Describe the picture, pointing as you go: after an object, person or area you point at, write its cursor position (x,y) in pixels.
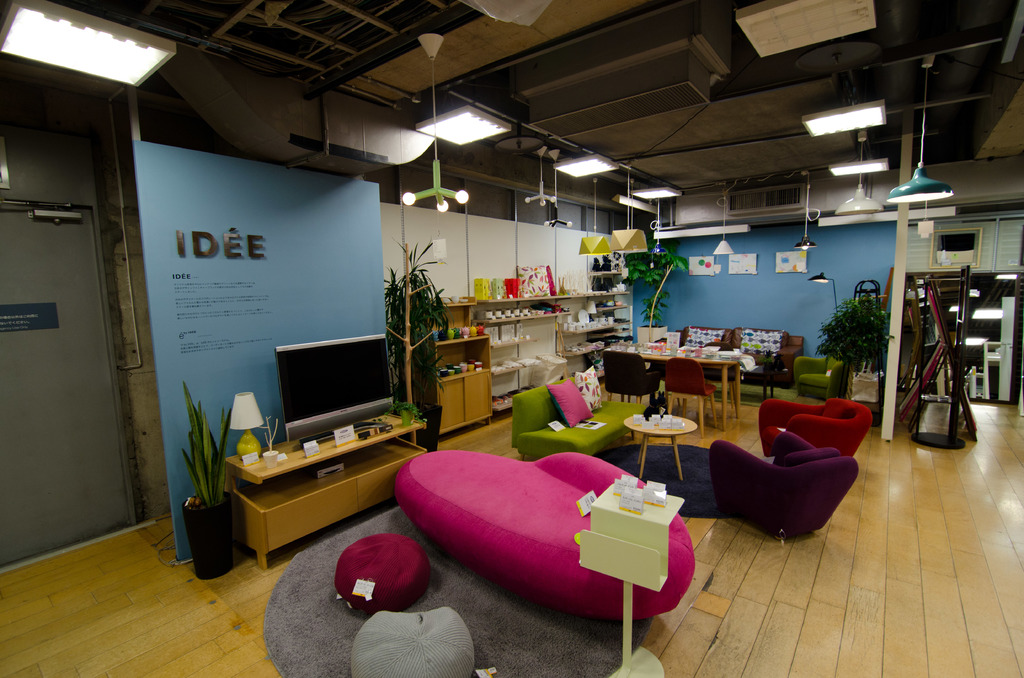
Home appliances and furniture (350,453) are placed representing a home environment in a store (687,450). There is a TV (335,392) on a table (332,481). Beside it a couch (491,487) in pink color. There are sofa (562,439) and two chairs (794,454) around a small stool (633,429). There is dining table (676,345) with chairs (702,371) behind. There is a big sofa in the background (754,336). There are some articles (503,368) placed in shelves (455,347). There are lighting arrangements (448,195) to the roof (425,111).
